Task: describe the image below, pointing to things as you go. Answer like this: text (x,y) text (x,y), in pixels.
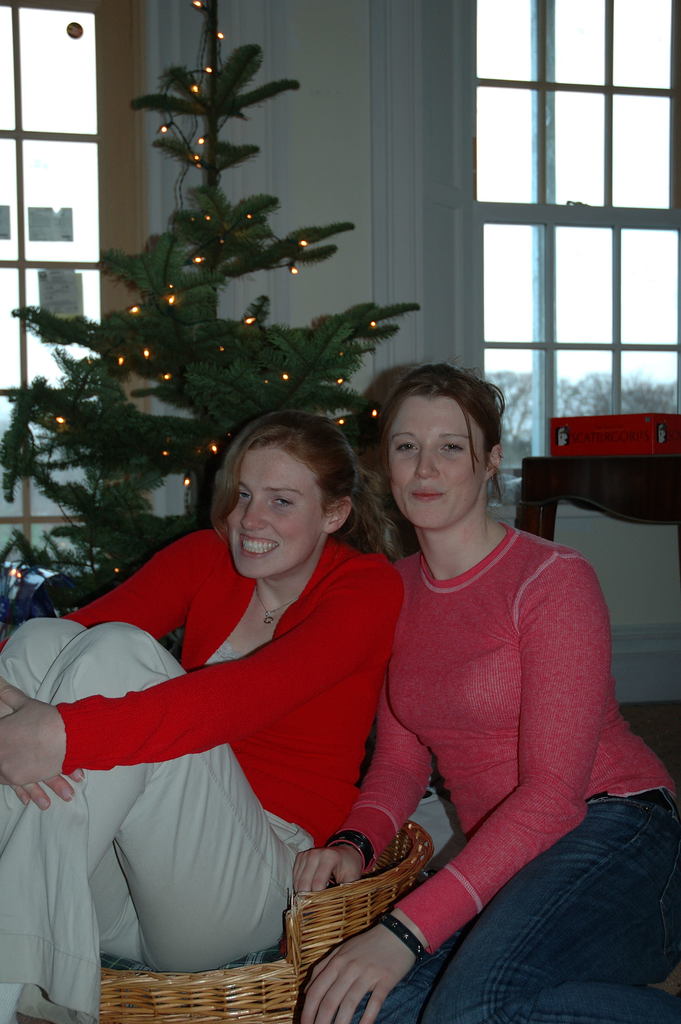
In this picture I can see 2 women (367,687) in front (118,651), who are sitting and I see that they are smiling. In the background (129,505) I see a Christmas tree (205,285) on which there are lights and I see the wall (431,126) and the windows (610,288).
